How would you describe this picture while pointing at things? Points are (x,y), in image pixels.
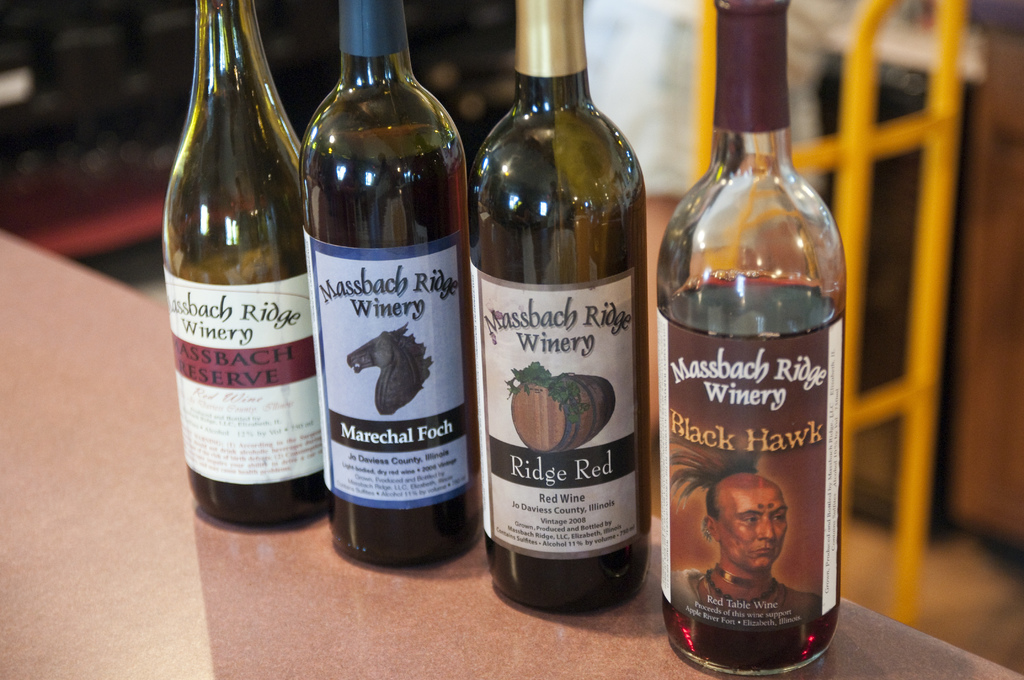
There are 4 wine bottles (534,407) on the table (333,646). In the background (957,113) there is a fence (872,163).
